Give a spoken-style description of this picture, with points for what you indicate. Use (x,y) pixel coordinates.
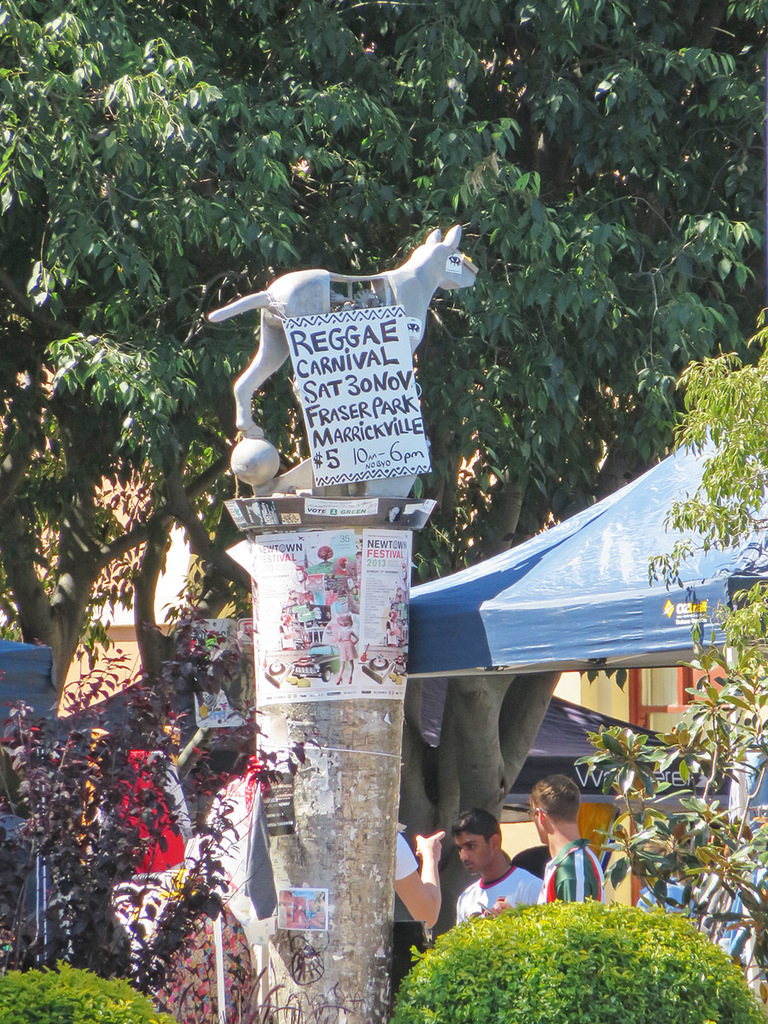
In this picture I can see there is a pillar (359,527) and there is something (298,273) placed on the pillar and there is a board (373,464) attached to it. I can see there is a tent (524,792) and there are few people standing here and there are plants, trees (155,538) in the backdrop (146,540).
